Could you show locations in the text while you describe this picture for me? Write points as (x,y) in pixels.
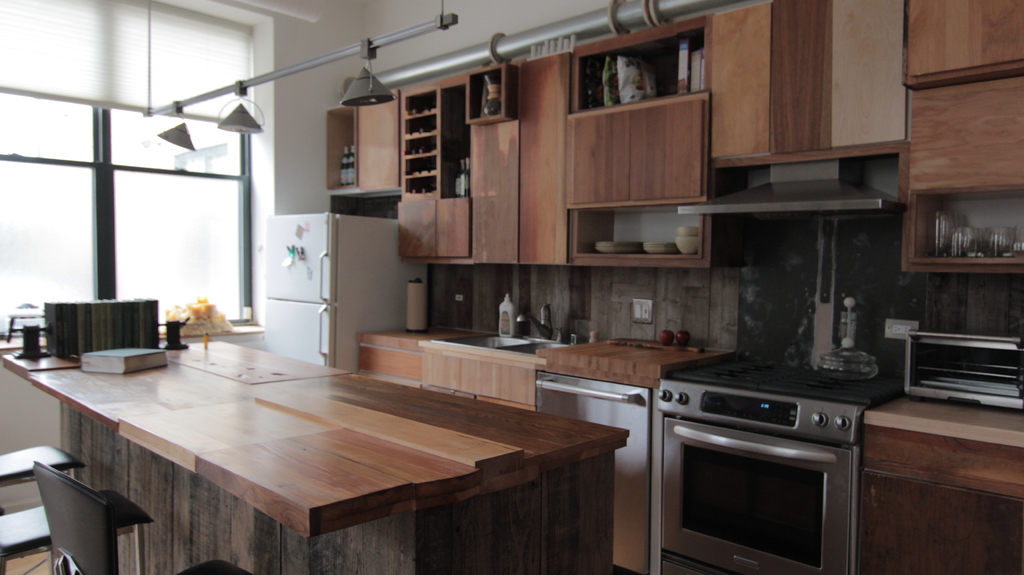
This image is taken inside the room (241,84). There is lots of furniture (269,453) in this room (718,240). In the middle of the image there is a table (166,410) which is made of wood (322,448) and there are empty chairs (111,506). In the background (70,79) there is a wall (319,54) with window (114,231) and window blind (129,71). There are many cupboards (399,167) and shelves (459,155) with few things (422,191) in it. In the right side of the image (750,428) there is an oven (747,486).
